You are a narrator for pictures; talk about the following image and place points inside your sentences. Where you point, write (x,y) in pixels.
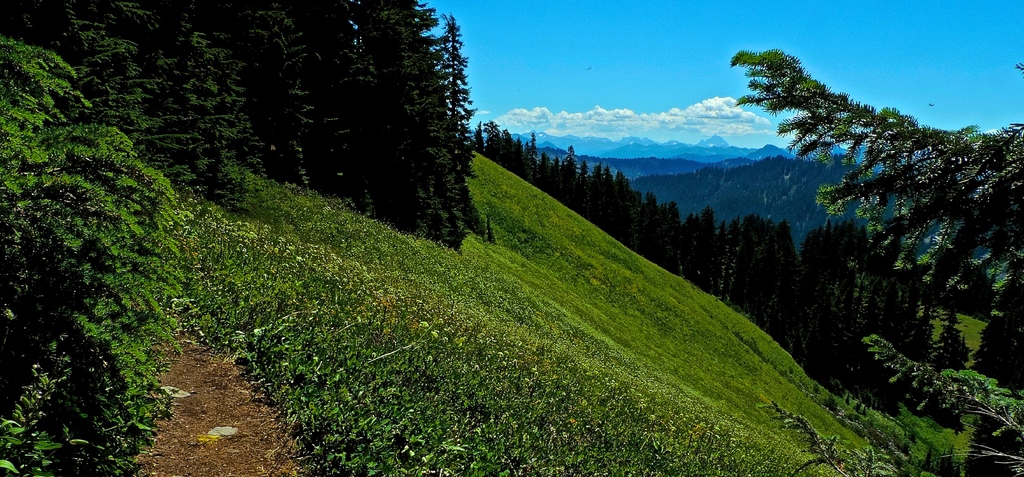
In this image we can see some trees (402,157), plants (327,303), mountains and grass (430,379), in the background (728,71), we can see the sky (744,88) with clouds (738,120).
